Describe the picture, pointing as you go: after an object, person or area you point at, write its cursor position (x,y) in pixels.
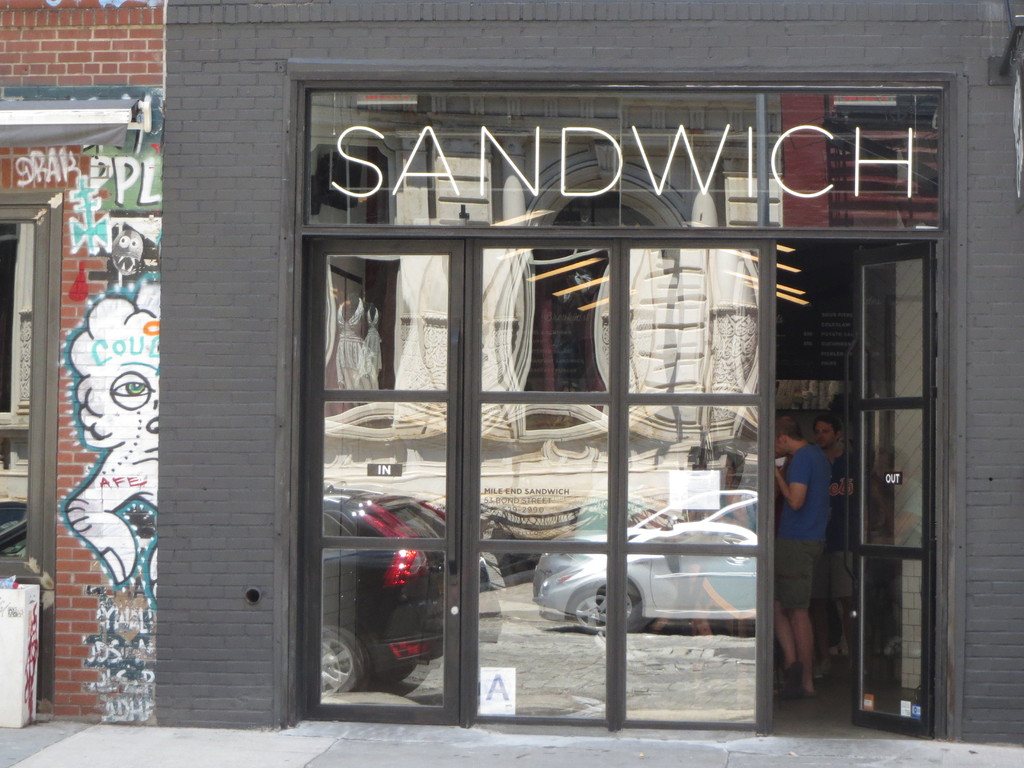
In this image in the center (346,507) there is one store (854,442), in that store (891,189) there are two persons (815,485) who are standing. On the left side (107,336) there is a wall (110,251), on the wall (76,493) there is some art (114,512) and a window (15,389) and in the center (509,288) there is one glass door (470,585). At the bottom (348,735) there is a walkway (493,746).
